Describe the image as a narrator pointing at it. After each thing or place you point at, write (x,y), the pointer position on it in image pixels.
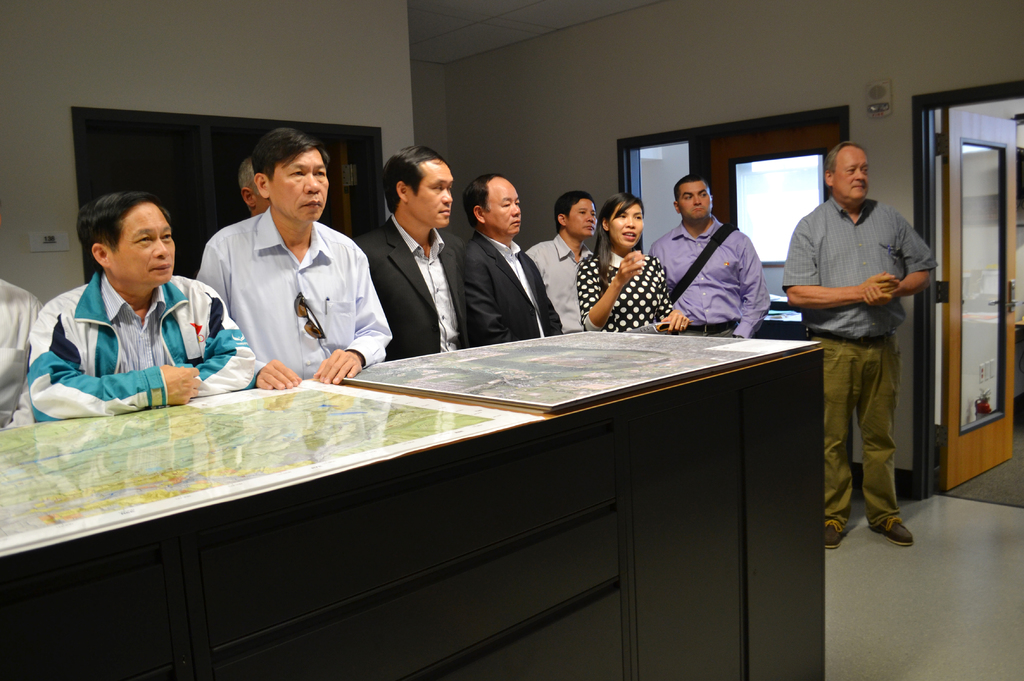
In this picture we can see a group of people (814,297) in a room (59,275), standing near a wooden table (335,559) and looking at someone. In the background (699,134) we can see windows (989,216) and doors (964,195).
